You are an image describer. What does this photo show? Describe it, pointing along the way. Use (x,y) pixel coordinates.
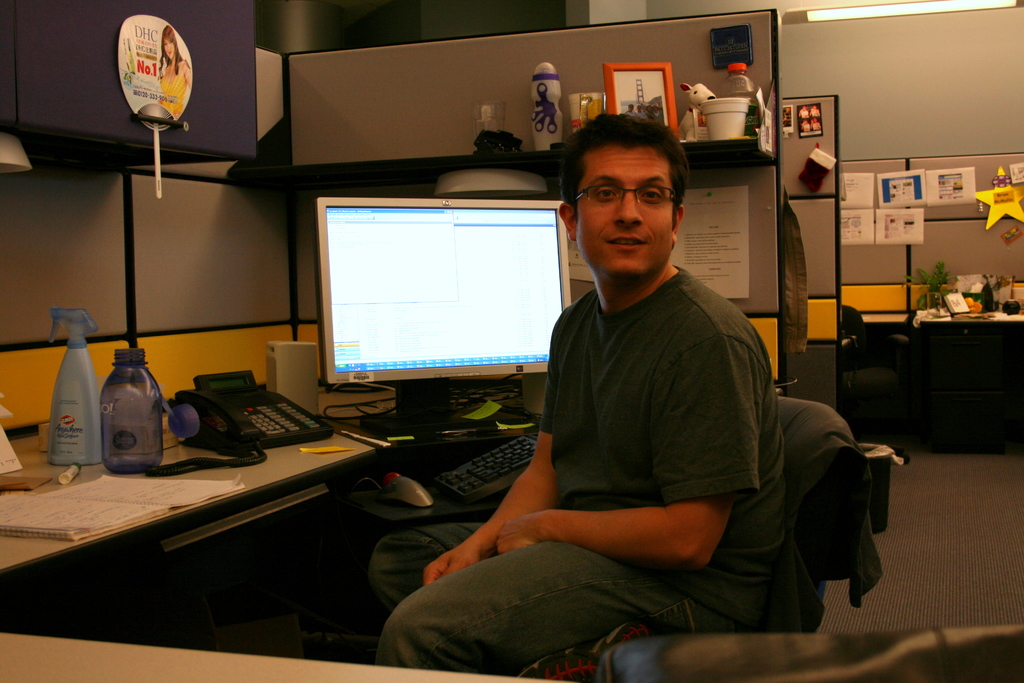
In this picture a man (632,448) is seated on the chair (797,436), in front of him we can find couple of bottles (159,388), telephone (195,436), books (69,486) and a monitor (385,313) on the table (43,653), in the background (929,277) we can see a plant (943,283) and some papers (913,198).
